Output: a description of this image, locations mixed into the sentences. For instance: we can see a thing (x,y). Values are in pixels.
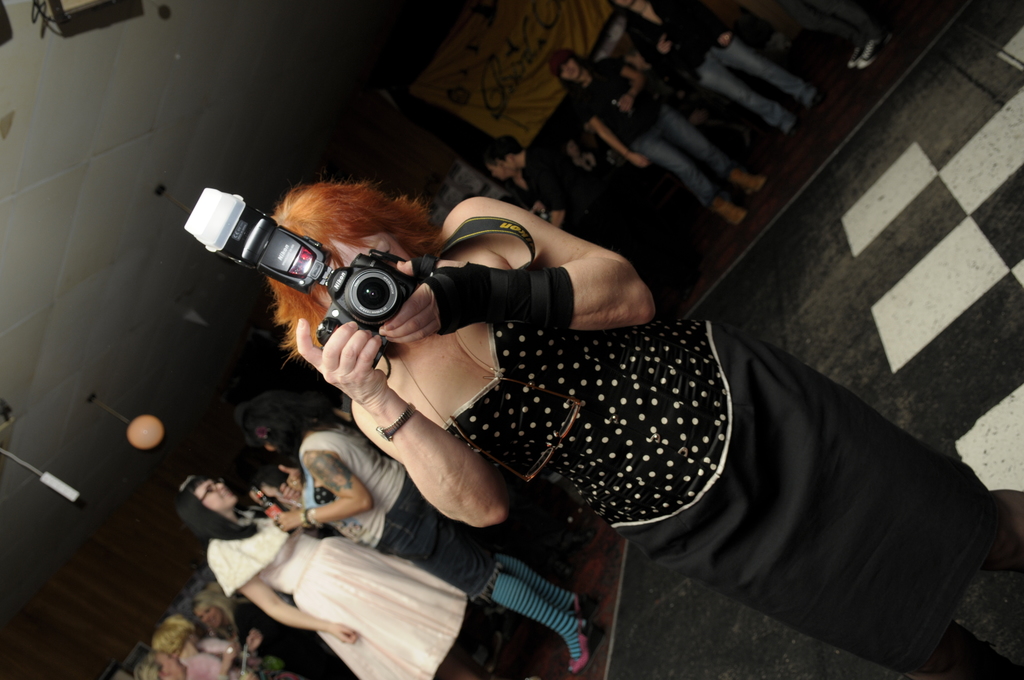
In this image I can see a person (584,433) standing at the front (554,370) wearing a black dress (508,356) and holding a camera (292,243). There are other people (402,646) behind her. There is a banner (490,72) at the center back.
